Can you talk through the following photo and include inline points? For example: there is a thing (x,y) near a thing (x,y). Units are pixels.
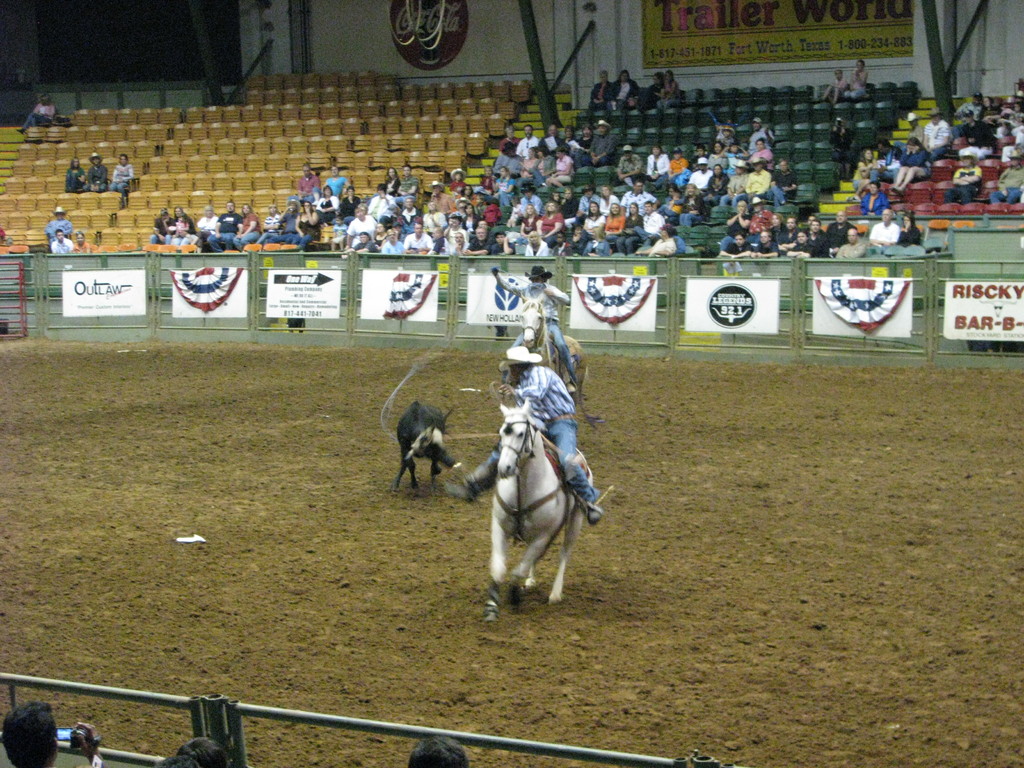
In this image I can see the ground (656,489), two persons (588,500) sitting on horses (533,415) and another animal (401,477) on the ground (373,416). In the background (177,289) I can see the railing (168,303), few banners (189,285) to the railing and number of persons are sitting on chairs (601,179) in the stadium (387,159).
